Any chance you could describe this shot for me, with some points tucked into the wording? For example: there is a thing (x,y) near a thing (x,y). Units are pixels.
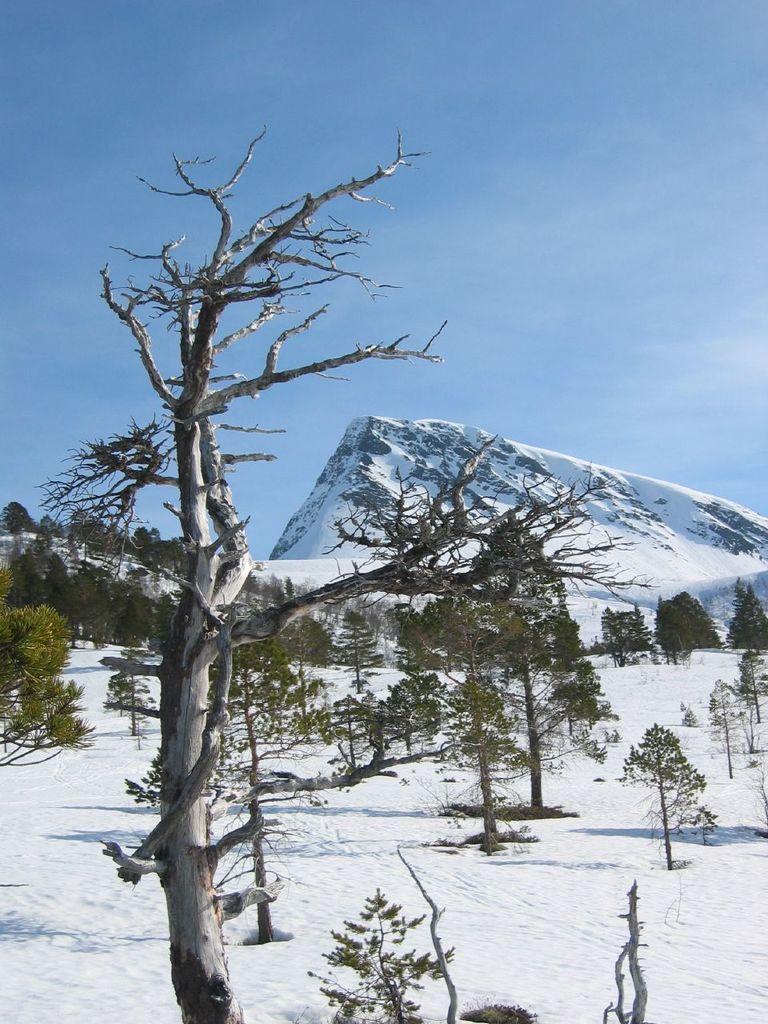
In this picture we can see few trees (281,698), hills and snow (371,861).
